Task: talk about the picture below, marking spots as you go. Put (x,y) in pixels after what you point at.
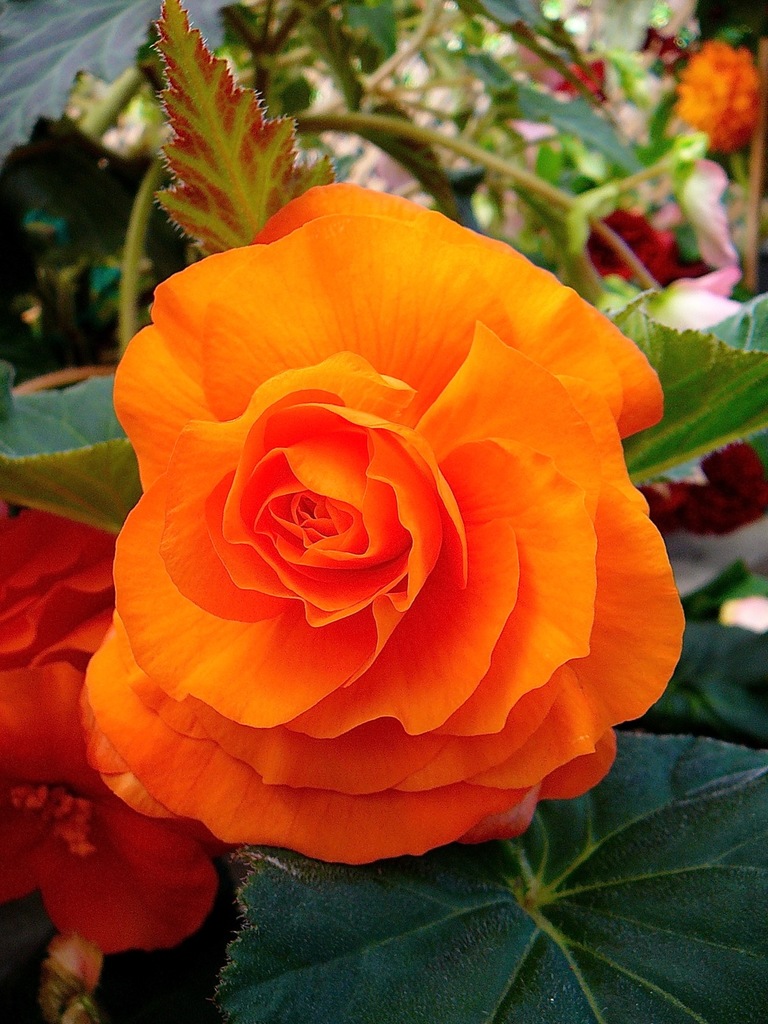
In this image we can see flower (320,400) with some leaves (502,859). In the background (116,878), we can see some flowers (153,905) on the plants (565,46).
